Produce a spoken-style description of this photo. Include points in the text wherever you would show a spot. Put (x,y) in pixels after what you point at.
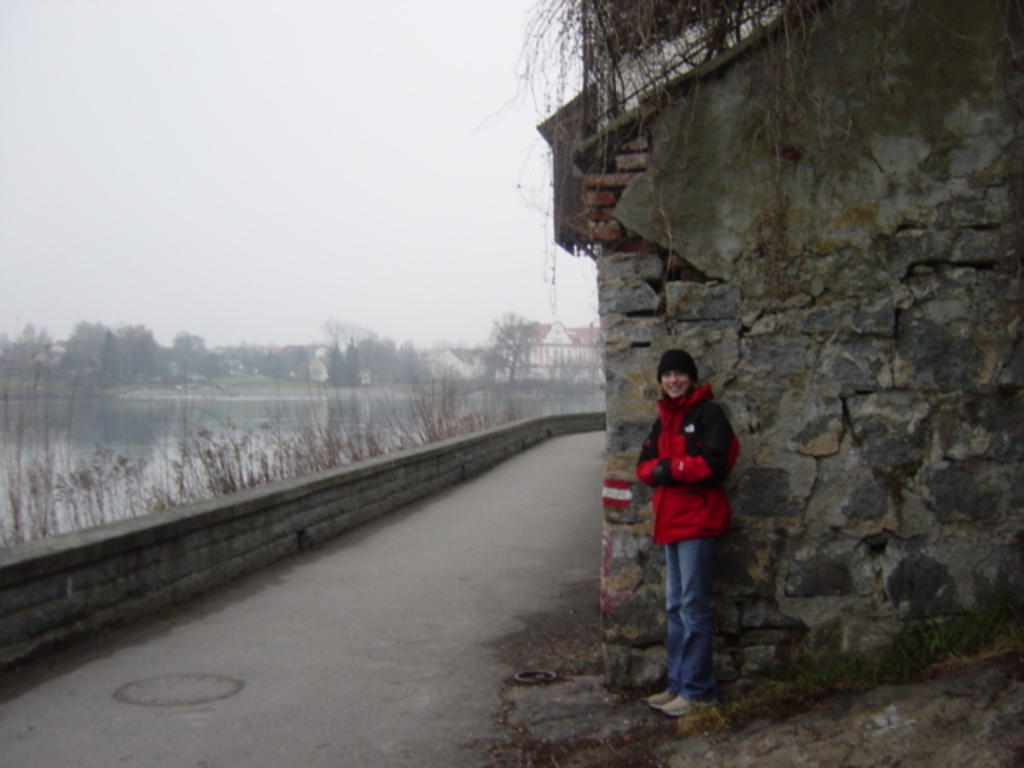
In this image I can see the person (680,493) standing and the person (657,478) is wearing red and blue color dress (672,482). In the background (344,417) I can see the water (330,415), few trees (381,358), buildings (562,344) and the sky (283,134) is in white color.
